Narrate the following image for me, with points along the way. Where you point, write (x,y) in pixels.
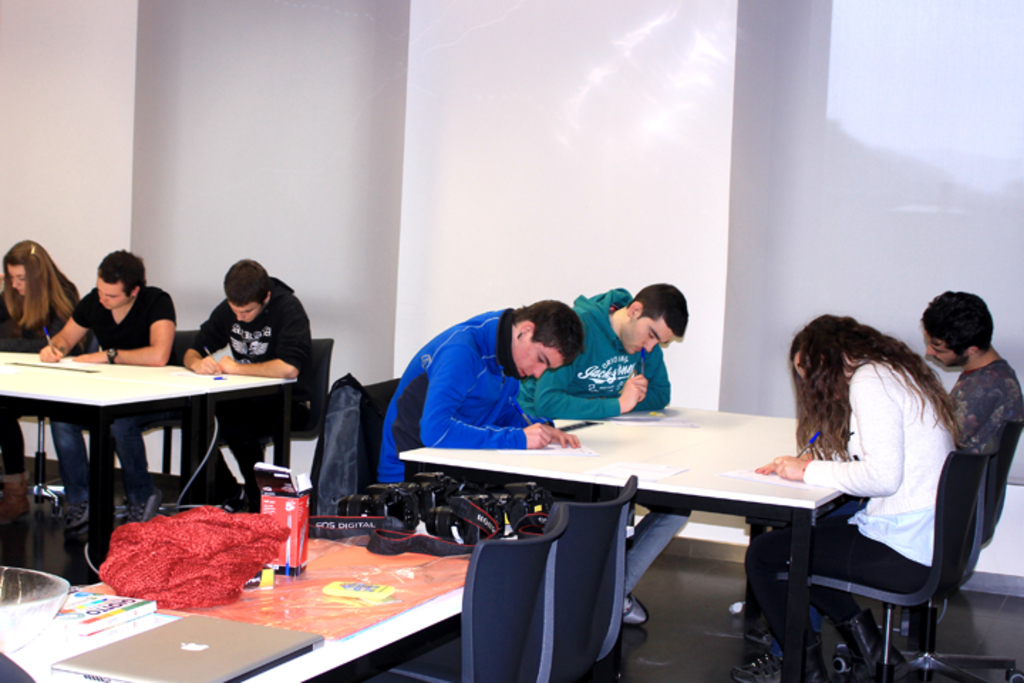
there are so many people (4,420) sitting on a chair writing something on a paper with the pen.
